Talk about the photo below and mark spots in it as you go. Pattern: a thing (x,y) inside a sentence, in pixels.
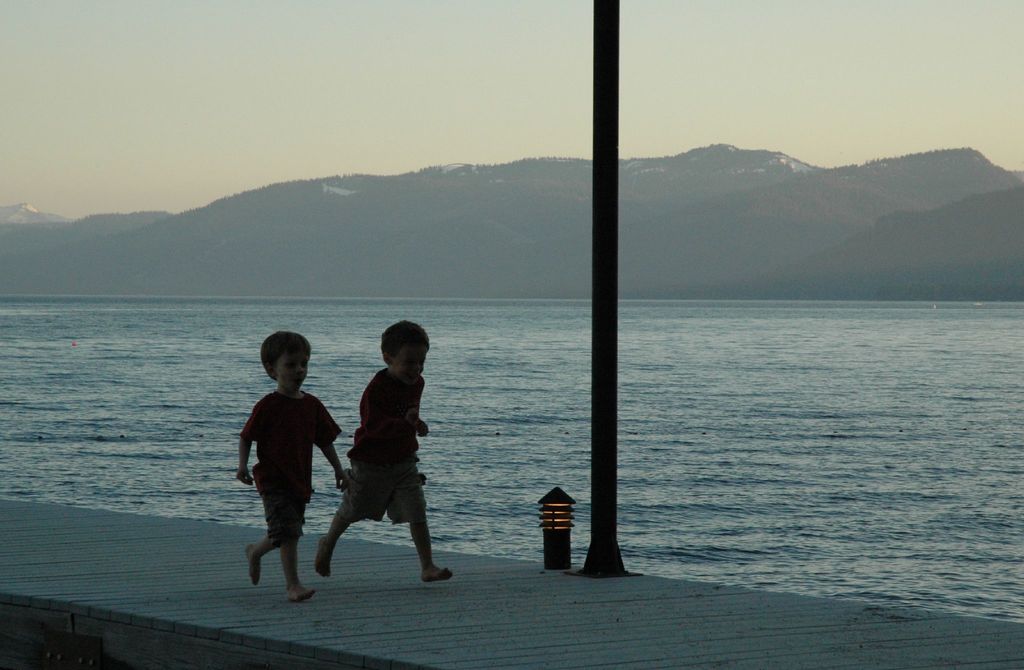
In this picture, we see two boys (284,486) running on the dock (490,588). Beside them, we see a black color pole (597,460). Beside that, we see water (703,429) and this might be a river (763,409). There are many trees (534,198) and hills (378,195) in the background (359,180) and at the top of the picture (466,130), we see the sky (352,157).
